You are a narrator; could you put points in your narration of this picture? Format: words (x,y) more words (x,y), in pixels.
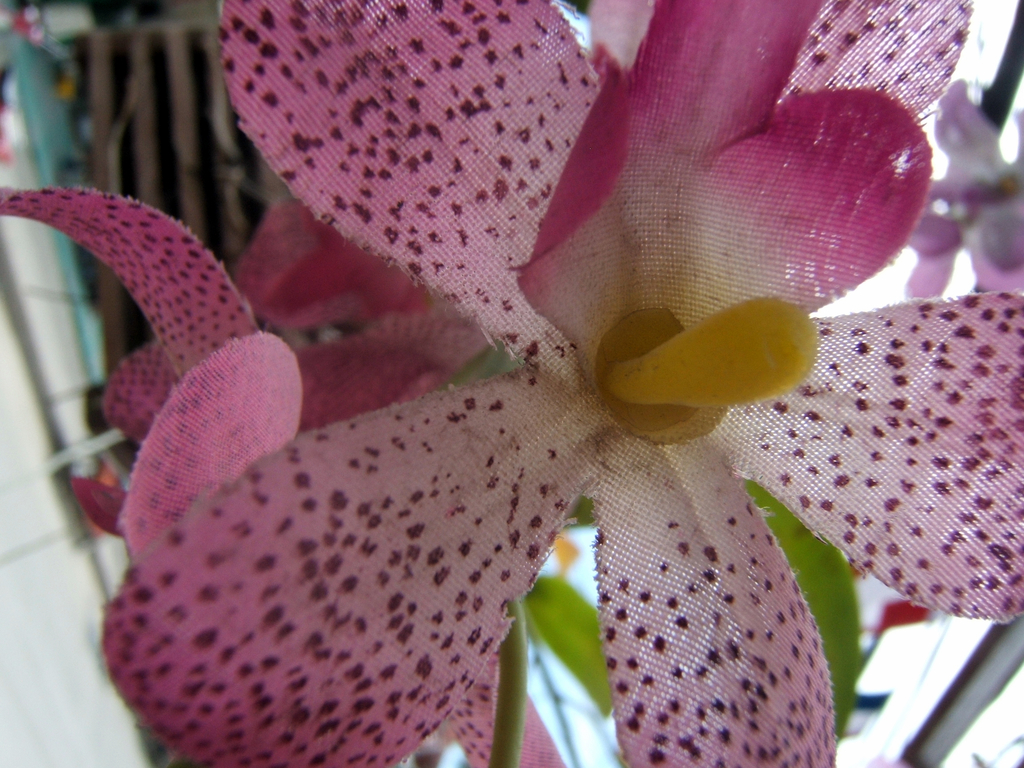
In this picture we can see some decorative flowers (366,362). Behind the flowers (380,281) there is a blurred background (154,108).
